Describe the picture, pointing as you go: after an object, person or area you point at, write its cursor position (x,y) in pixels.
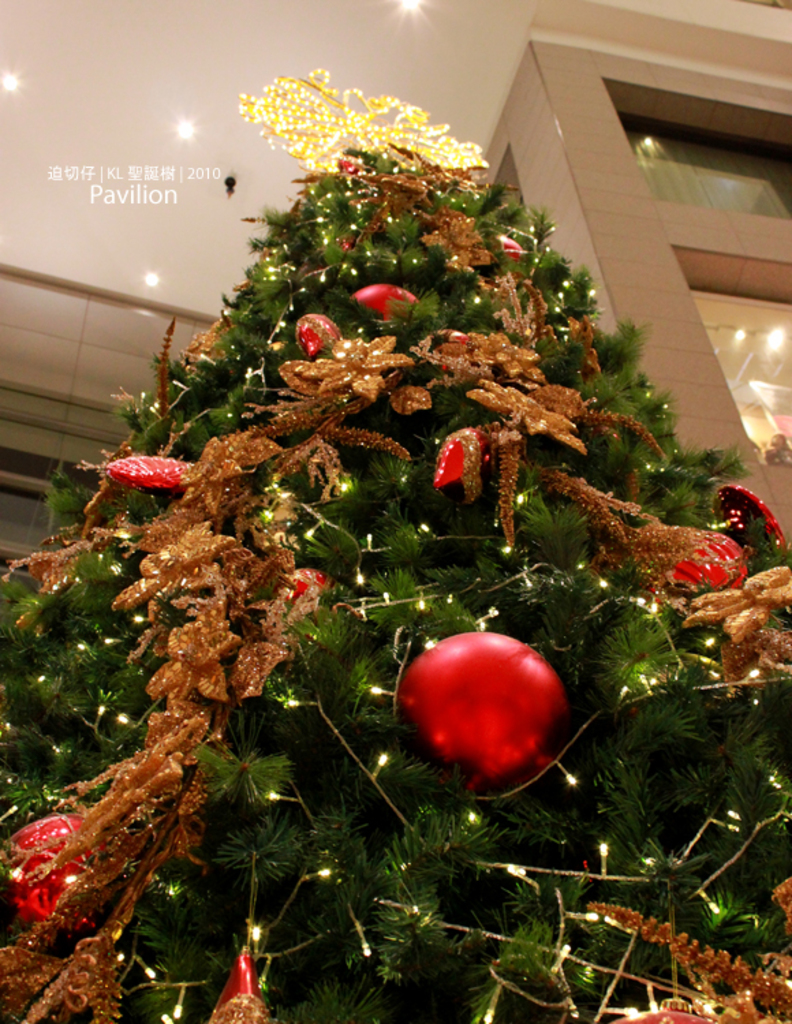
In this picture I can observe christmas tree (267,523) in the middle of the picture (388,435). In the background (220,100) I can observe ceiling (220,100).
